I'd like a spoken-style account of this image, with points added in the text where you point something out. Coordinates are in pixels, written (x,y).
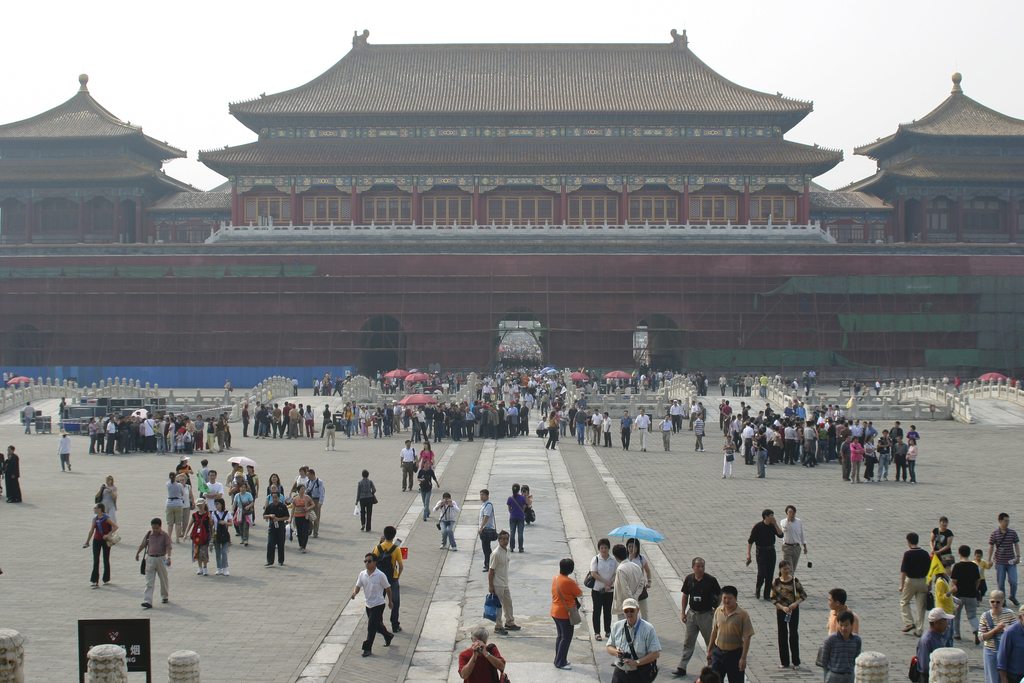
As we can see in the image there are buildings (616,163), many people (644,661) here and there, umbrellas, fence (258,376), bridge (949,387) and sky (156,117).
